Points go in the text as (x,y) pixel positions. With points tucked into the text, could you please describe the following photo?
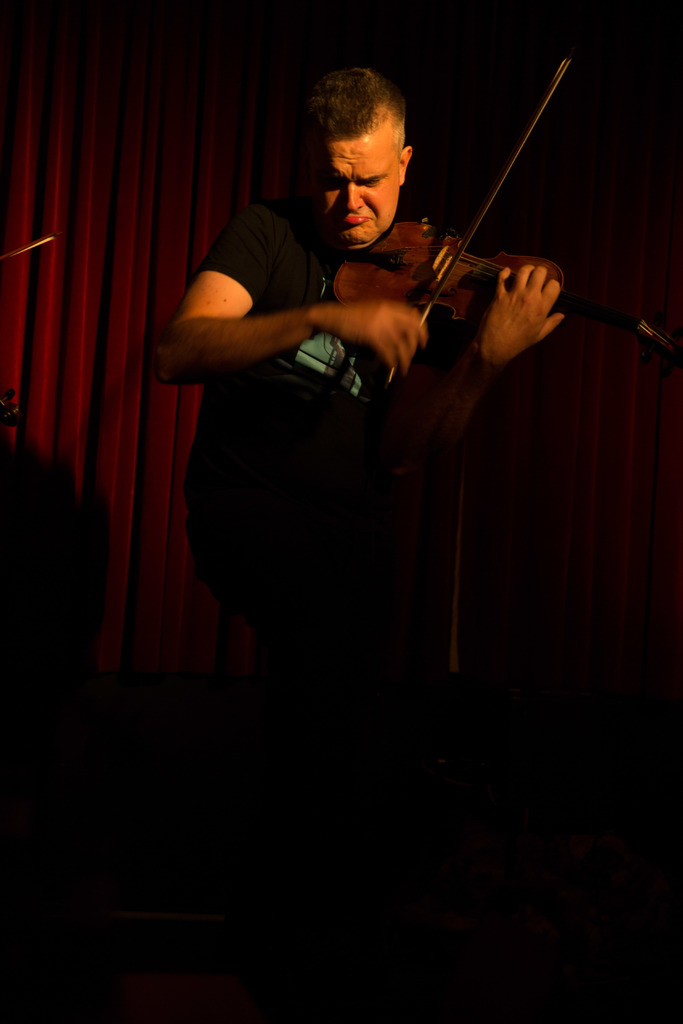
Background (9,62) is dark and we can see a red colour curtain (131,177). We can see a man (267,592) standing in front of a mike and playing violin (620,317). He wore black colour t shirt (302,297).
